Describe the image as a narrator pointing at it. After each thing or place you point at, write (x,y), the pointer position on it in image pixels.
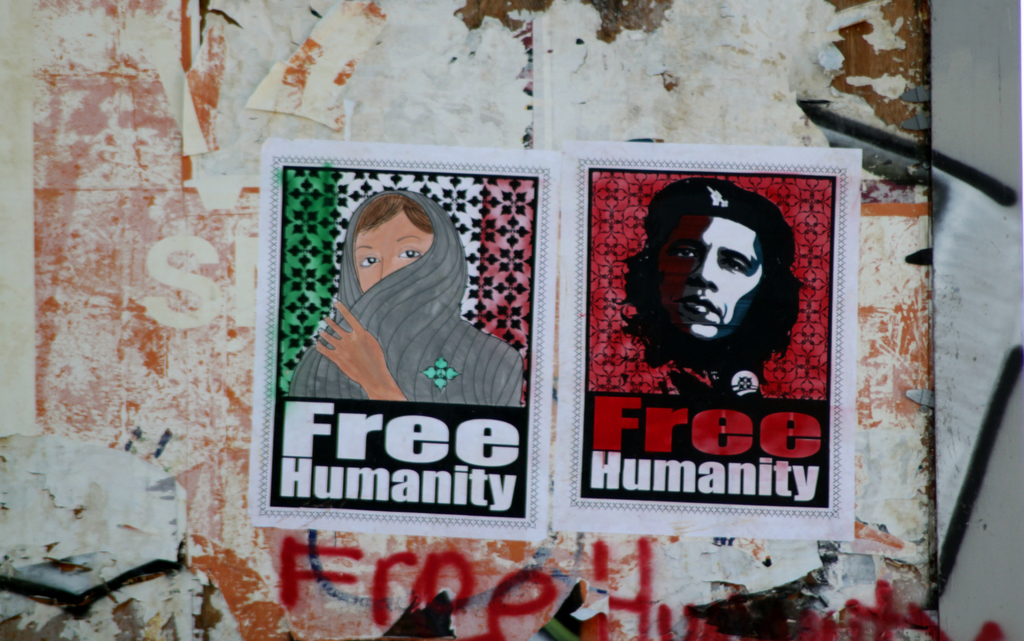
In this image I can see there is a board (914,332). On the board (300,208) there is a poster (501,316). And at the background (976,205) there is a wall (240,519).
